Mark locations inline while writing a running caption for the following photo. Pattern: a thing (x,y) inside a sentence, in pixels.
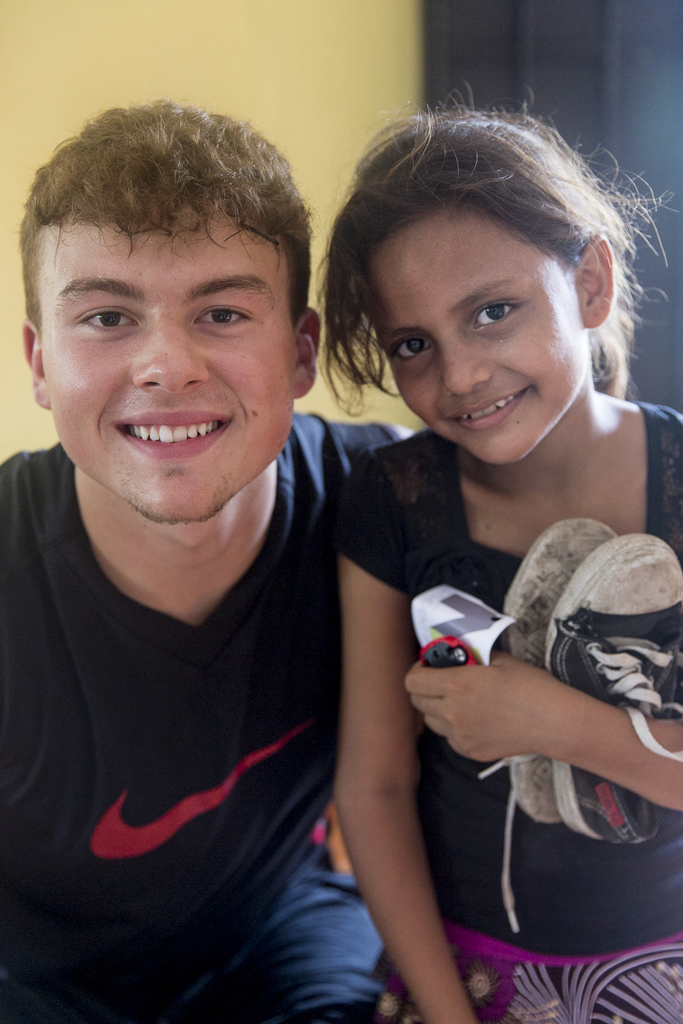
In this image there is a boy (209,497) on the left side (151,562) and a girl (409,489) on the right side (532,525) who is holding the shoes (583,673) and a sticker (449,632). In the background (349,87) there is a wall (399,55).
